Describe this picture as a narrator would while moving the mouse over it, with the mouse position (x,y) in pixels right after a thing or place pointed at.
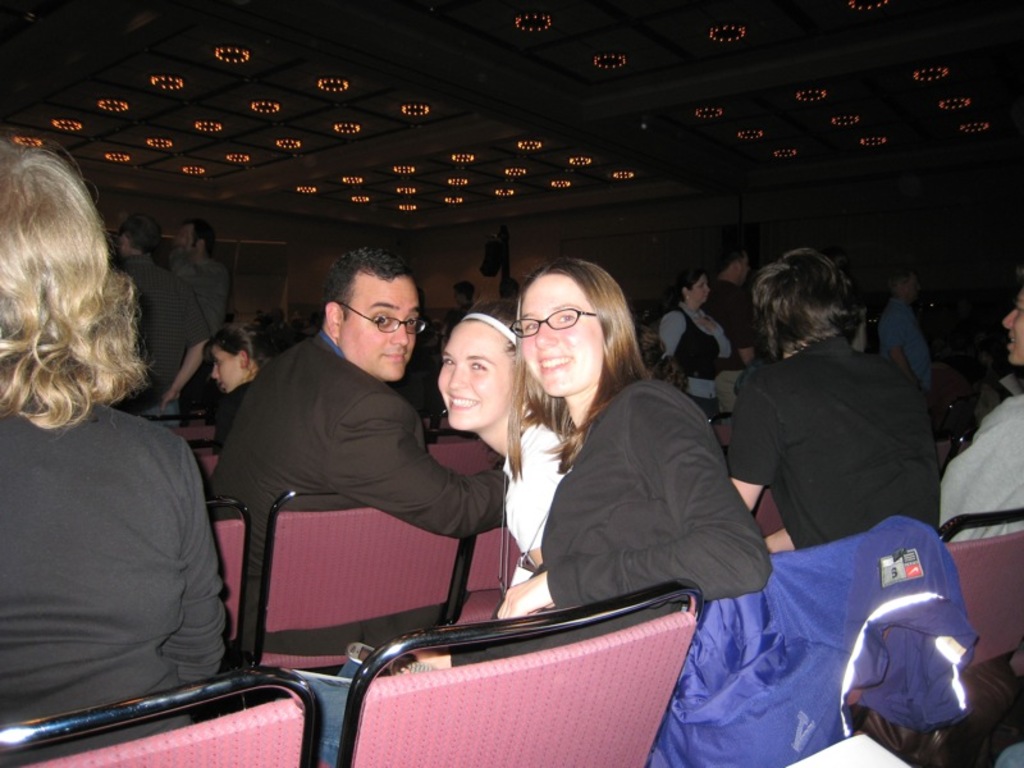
In this image I can see some people (508,448). I can see the chairs (473,562). At the top (284,141) I can see the lights (240,157).
